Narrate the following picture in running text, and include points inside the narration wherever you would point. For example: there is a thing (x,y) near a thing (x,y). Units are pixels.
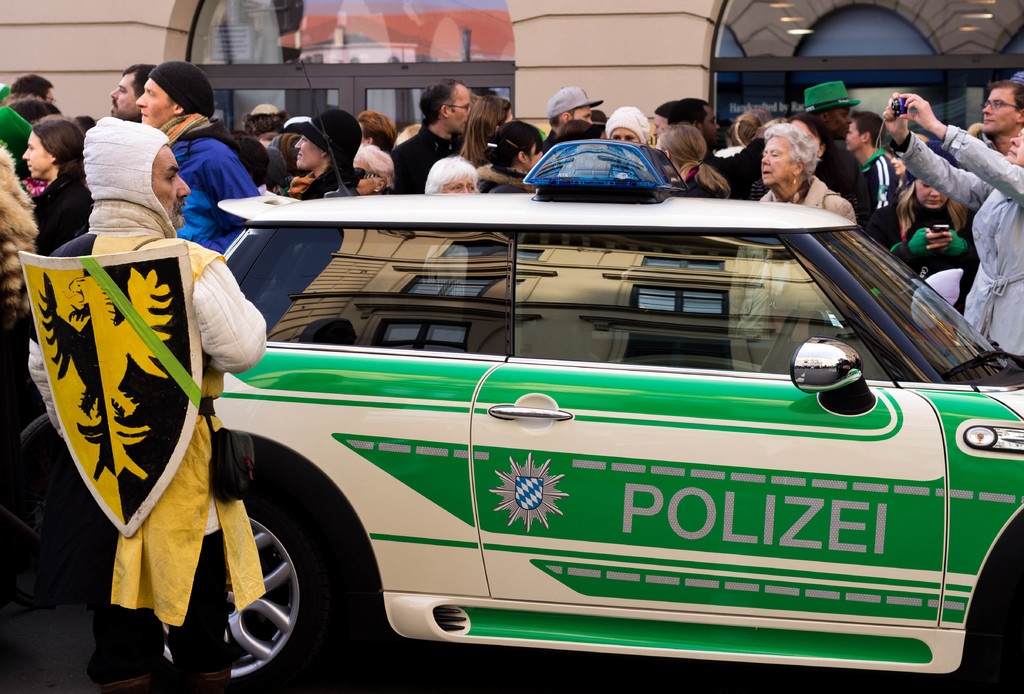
In the image we can see there is a car (557,485) parked on the road (14,668) and there are people (110,245) standing on the road (11,681). There is a man (96,672) carrying a shield (150,453) on his back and there is a man (908,160) holding camera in his hand (900,94). Behind there is a building (597,90).
